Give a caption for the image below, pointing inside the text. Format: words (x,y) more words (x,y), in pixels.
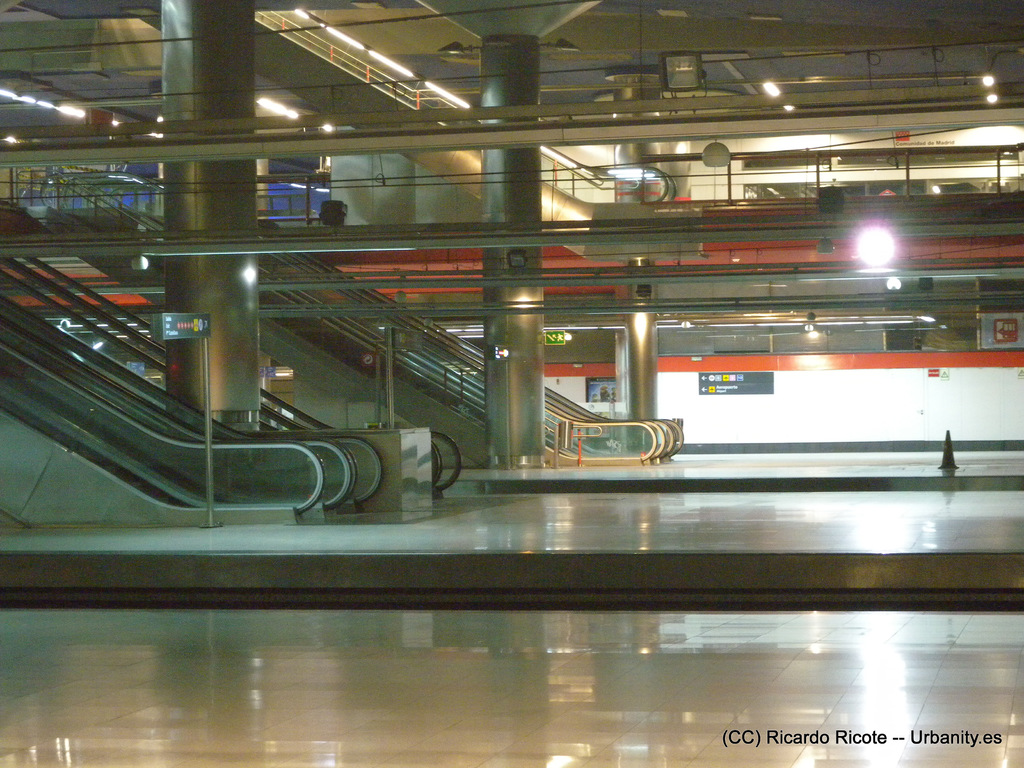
In this image we can see escalators (276,445). Also there are pillars (176,181) and rods (390,88). And there are lights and posters (763,392) on the wall (865,396). In the right bottom corner (883,739) there is a watermark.
